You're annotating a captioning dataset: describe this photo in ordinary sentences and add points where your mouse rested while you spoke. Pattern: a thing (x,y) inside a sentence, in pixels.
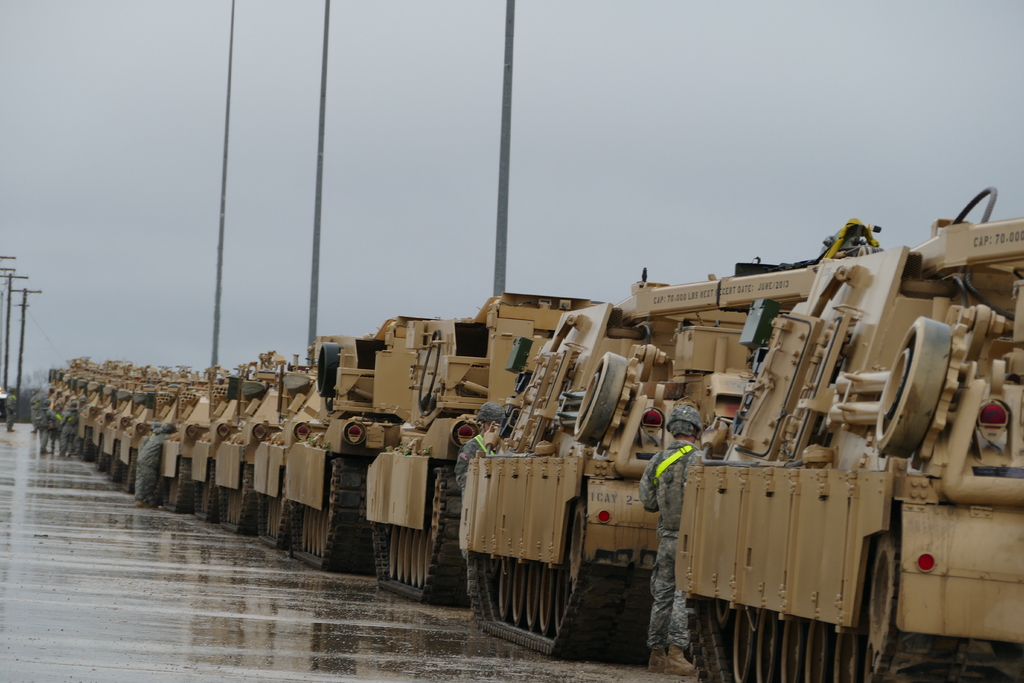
There are people (147,438) and we can see vehicles (661,319) on the road (3,429) and poles (11,290). In the background (549,59) we can see sky (824,120).
